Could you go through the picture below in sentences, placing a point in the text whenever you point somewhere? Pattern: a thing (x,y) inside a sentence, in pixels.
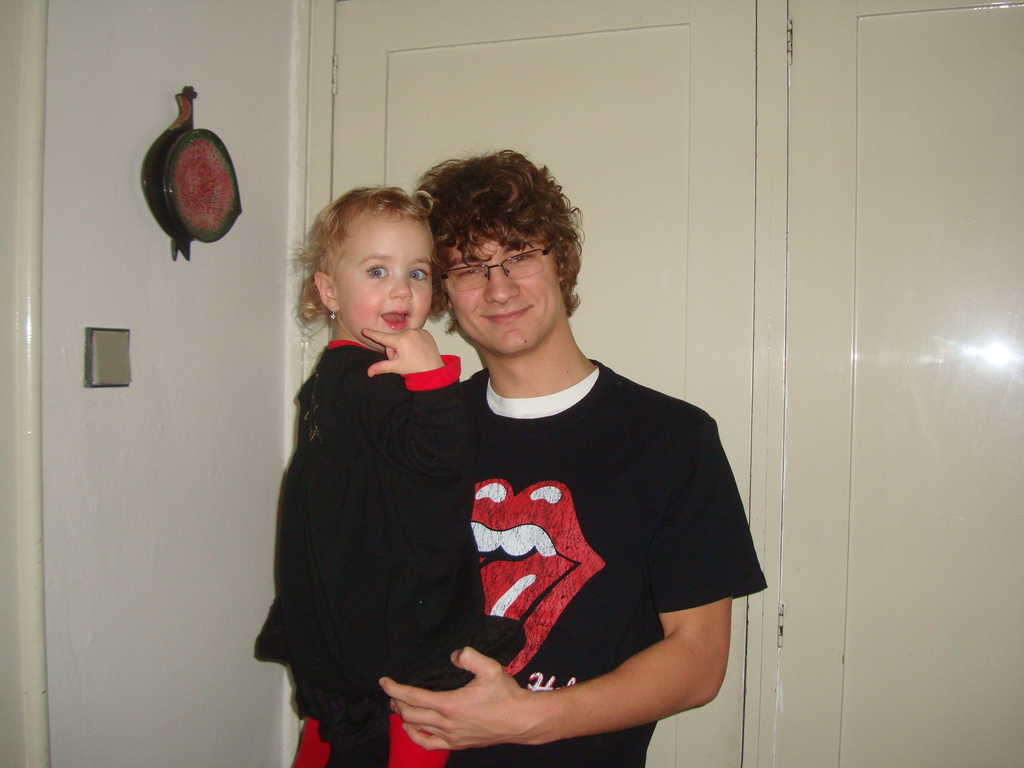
In this image we can see a man (705,542) and he is smiling. He is wearing a black color T-shirt (576,490) and he is carrying a baby girl (348,423). In the background (838,156), we can see the door (728,184).
